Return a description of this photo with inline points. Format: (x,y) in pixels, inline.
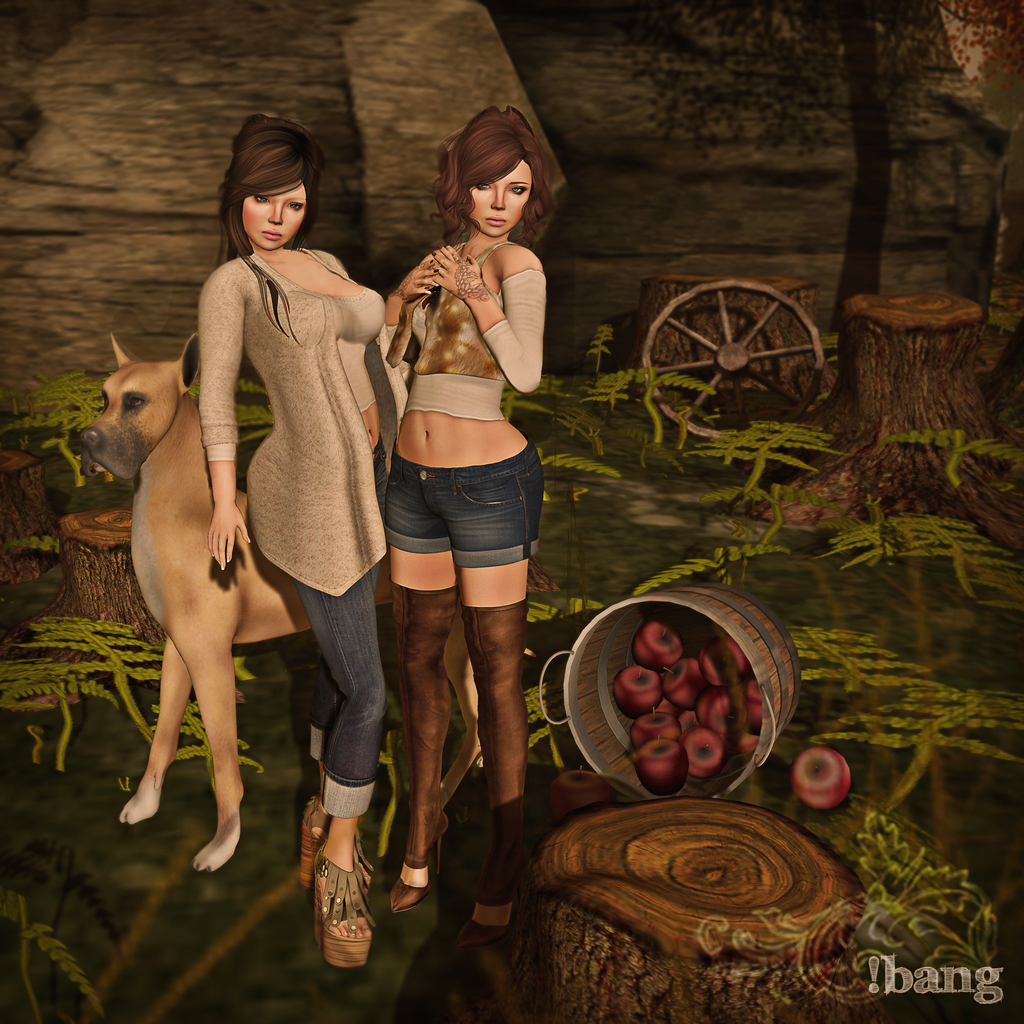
This is an animated image. In this picture, we see two women (411,442) are standing. Behind them, we see a dog (248,548). Beside them, we see a basket (602,635) containing apples (689,722). Beside that, we see a wood (693,804). In the background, we see a wheel (699,323) and the rocks (659,126).
